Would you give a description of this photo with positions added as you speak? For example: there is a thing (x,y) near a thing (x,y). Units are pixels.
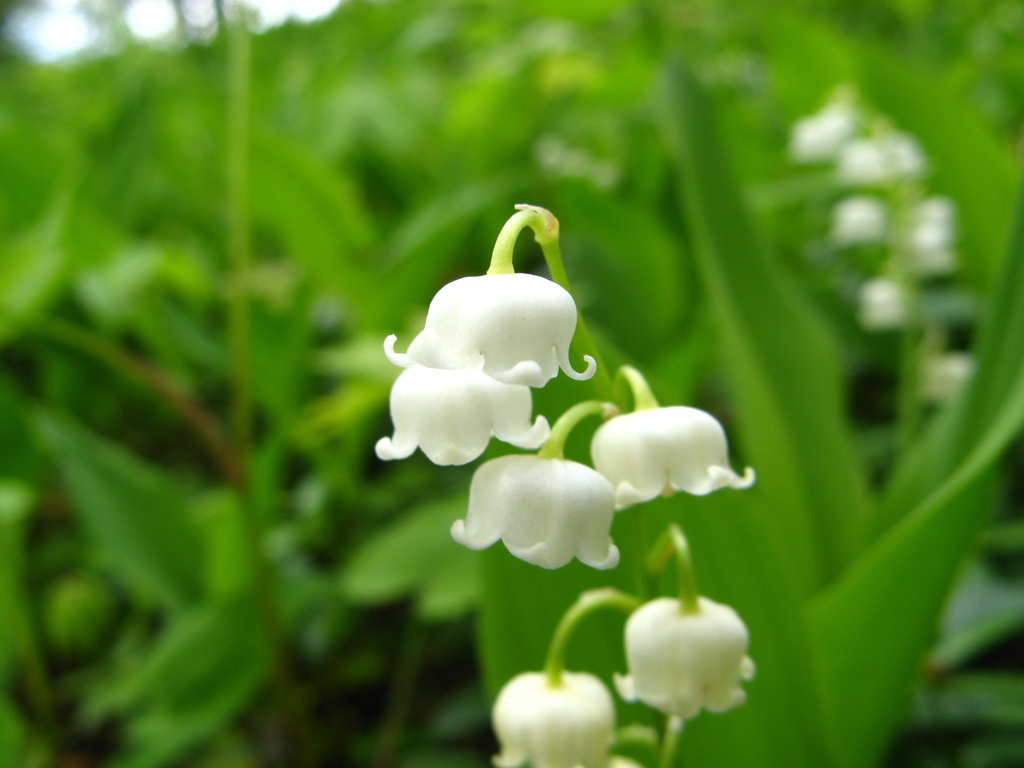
In this picture, we can see some flowers (657,490), and the blurred background (460,564).
